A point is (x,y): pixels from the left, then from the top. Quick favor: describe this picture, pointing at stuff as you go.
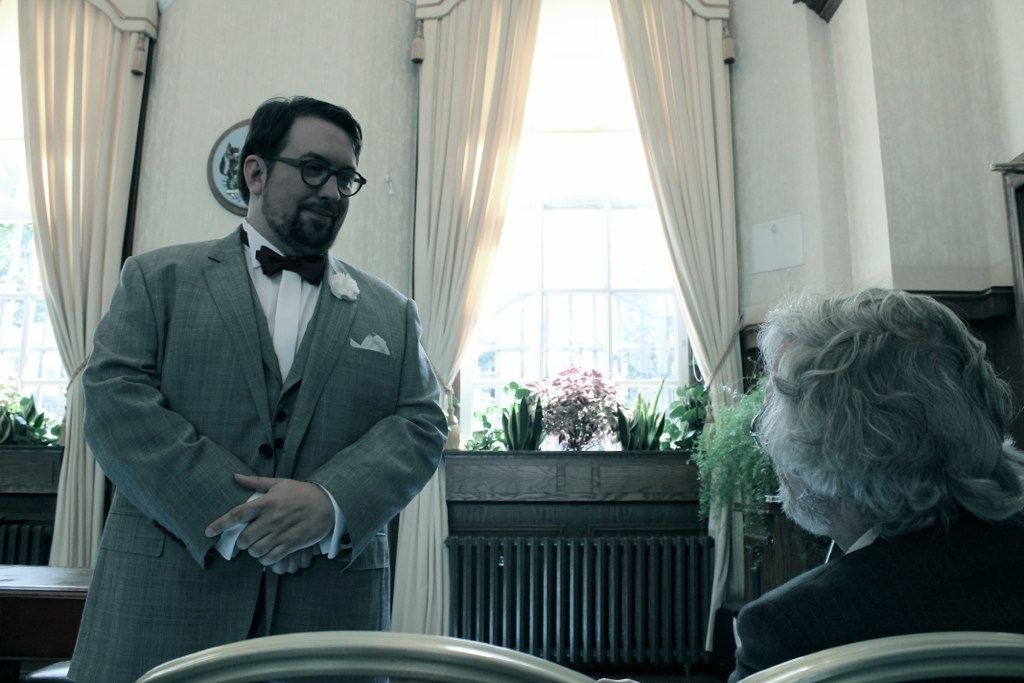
In the image there is a man (320,337) in grey suit (358,415) standing on the left side (286,463), on the right side (852,446) there is an old man (899,456) sitting on chairs (948,638), in the back (440,58) there is window (529,126) with curtains (500,2) and plants (577,419) in front of it.
